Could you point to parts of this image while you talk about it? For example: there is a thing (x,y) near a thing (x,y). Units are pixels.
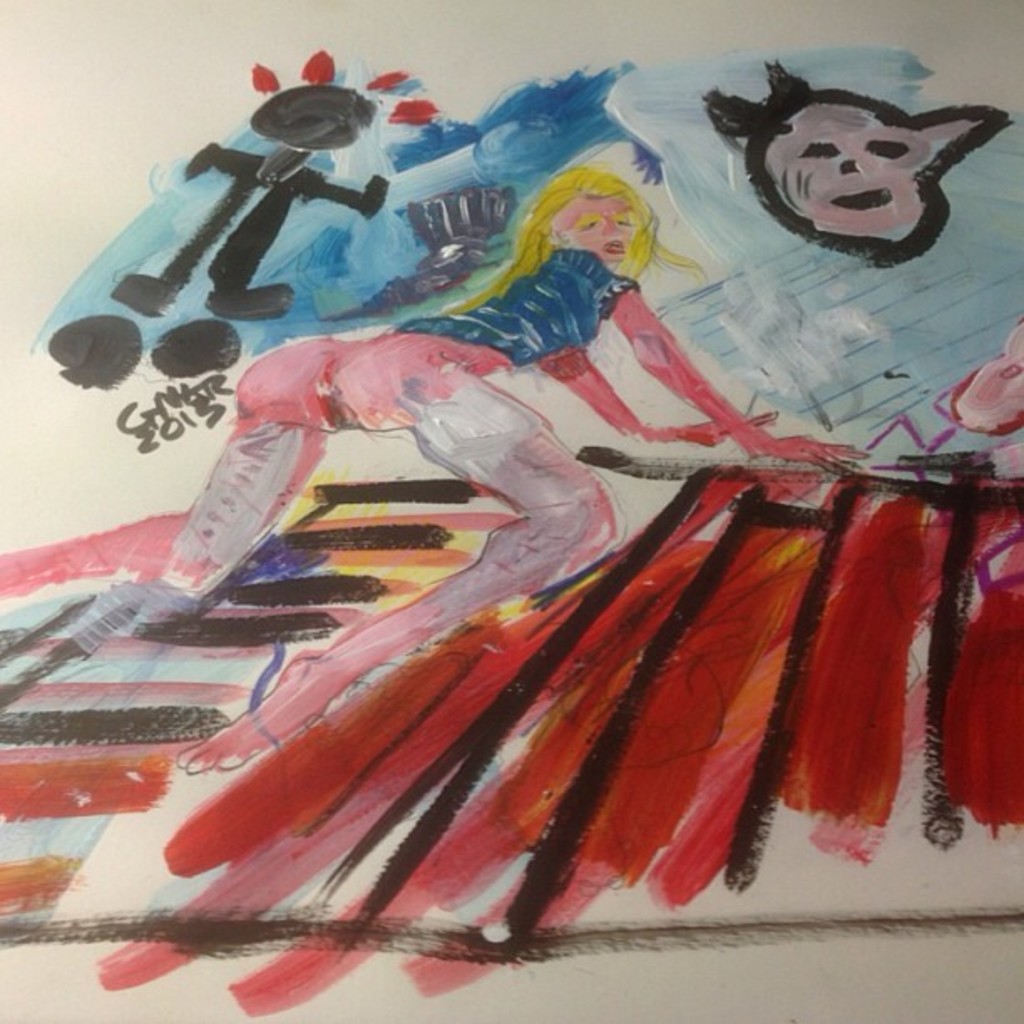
In this picture we can see a drawing (799,658) on a paper (411,543) with different colors.
